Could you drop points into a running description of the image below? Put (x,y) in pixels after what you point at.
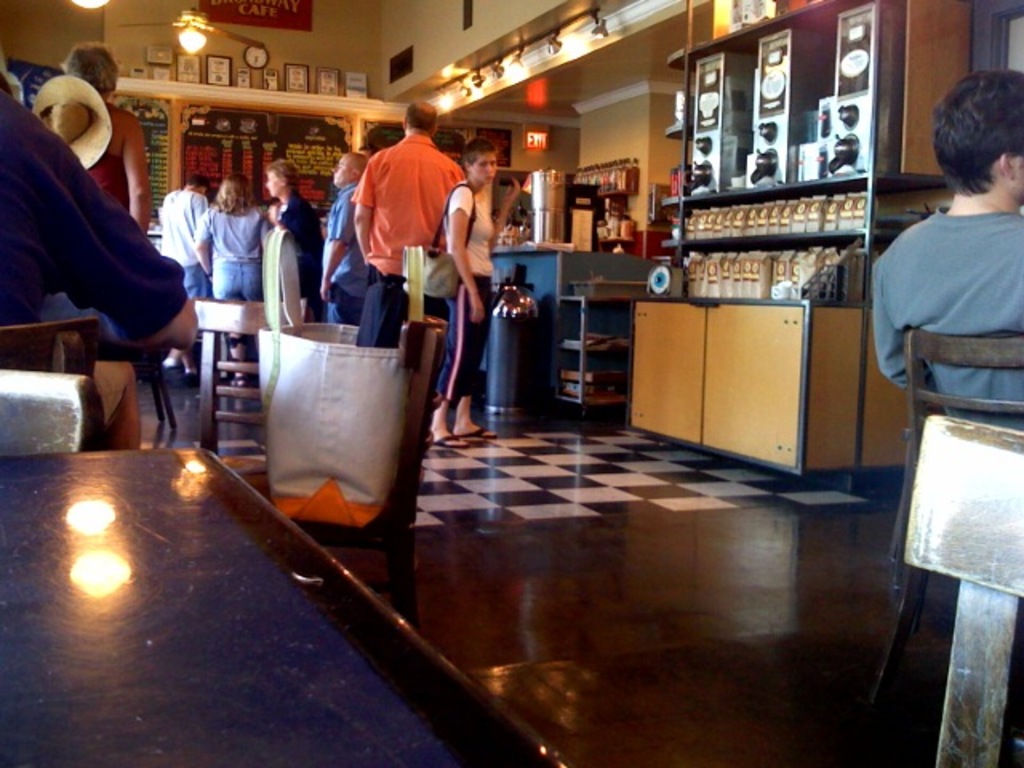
This is a picture of a store (523,615). Here we can see few boards (328,137). These are the photo frames (219,68). This is a ceiling light (198,38). Here we can see few persons (402,227) standing. At the right side of the picture (949,371) we can see one person (973,277) sitting on the chair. At the left side of the picture (161,545) we can see a table (128,537) and also person (106,242) sitting on the chair (160,419). This is a hat (93,142).
